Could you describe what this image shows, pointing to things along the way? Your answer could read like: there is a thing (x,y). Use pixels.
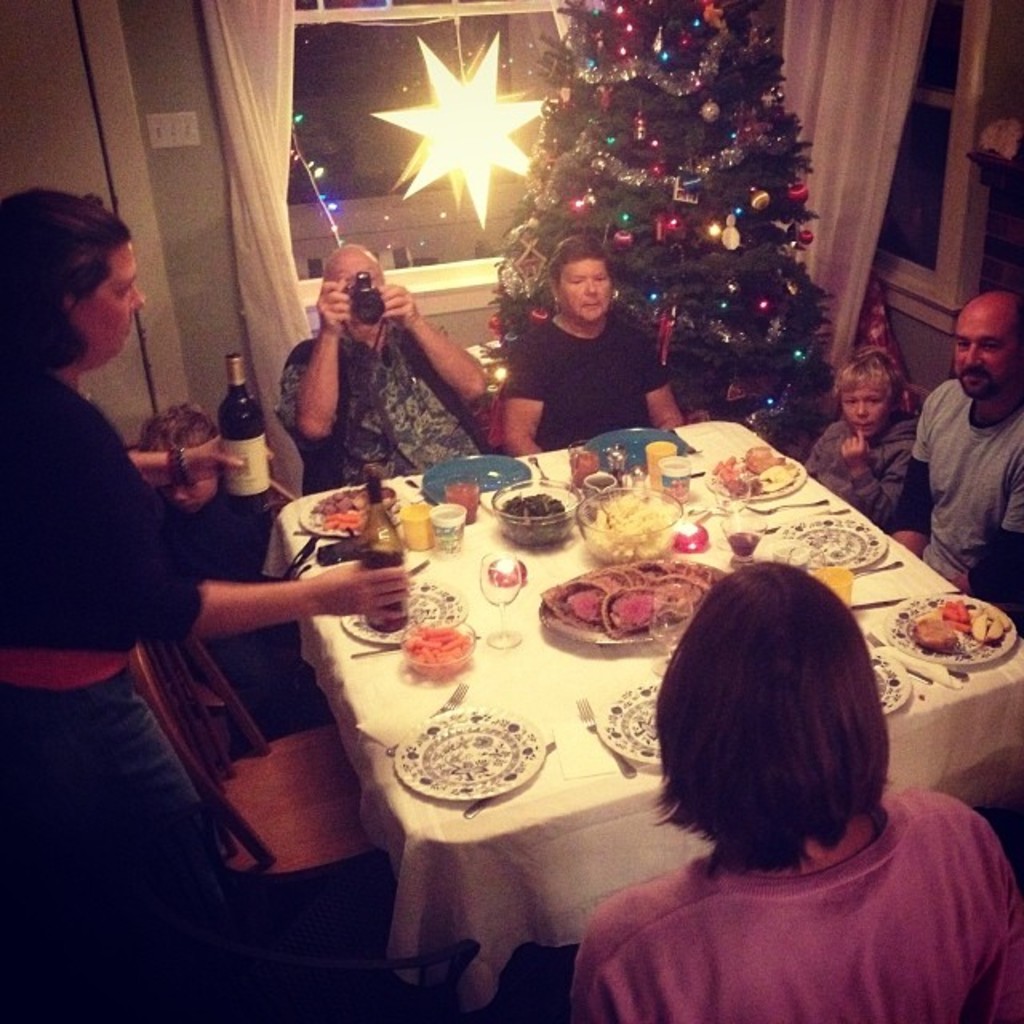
Here, we can see a table (537,869) which is covered by a white color cloth (377,834), there are some plates (969,632) and there are some glasses (493,586) on the table (710,501), there are some people (1006,553) sitting on the chairs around the table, at the left side (30,523) there is a woman (30,505), she is standing and she is holding wine bottles (247,478), at the background (737,223) there is Xmas tree (656,142), there is a window (339,167) and there is a white color curtain (266,90).
